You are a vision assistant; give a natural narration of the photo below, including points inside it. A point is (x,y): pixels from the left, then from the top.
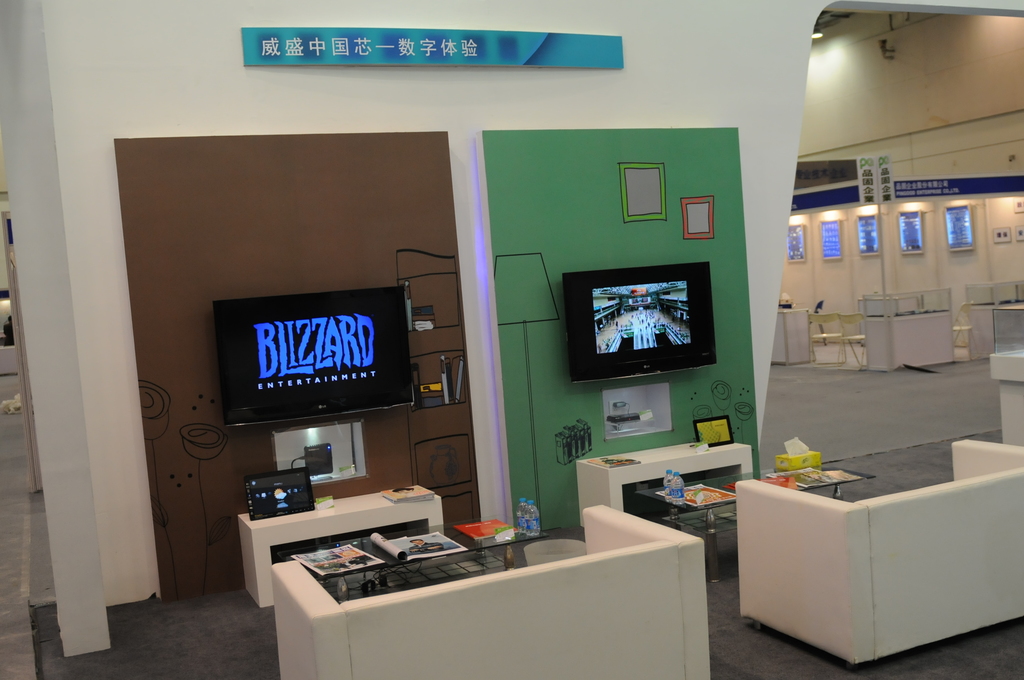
In the image we can see a screen (306,312), sofa (903,588), table (475,561), water bottles (682,488), papers (346,558), cable wire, floor (172,628), chairs (855,322), poster (956,236) and a light (813,38).
